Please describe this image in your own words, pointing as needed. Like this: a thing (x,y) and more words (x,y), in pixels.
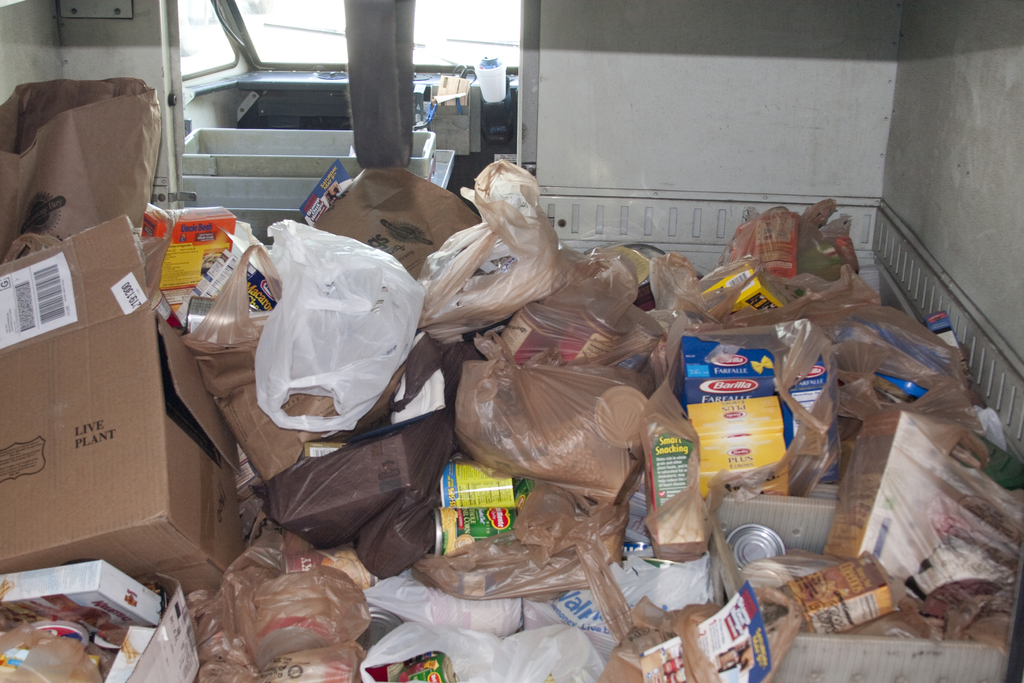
In this picture there are cardboard boxes (60,496) and there are covers (594,460) and tins (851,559). At the back (111,66) it looks like a vehicle (345,99) and there are objects (388,78).
